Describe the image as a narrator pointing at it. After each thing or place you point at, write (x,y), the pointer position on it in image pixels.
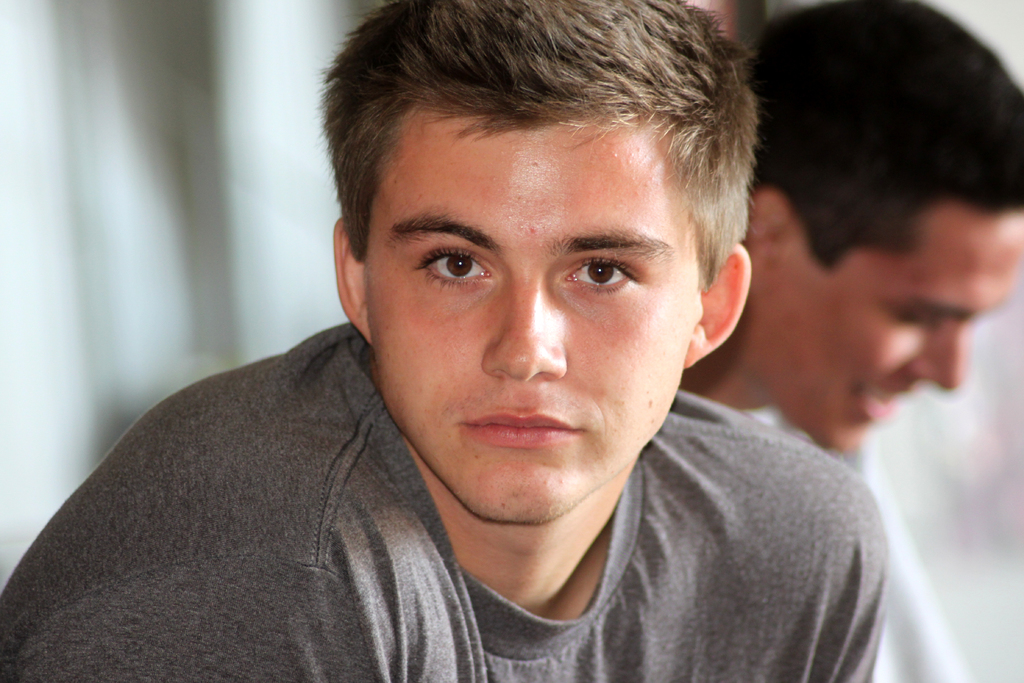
In this image in the front (517,402) there is a man (387,453) wearing a grey colour t-shirt (636,590). On the right (862,319) there is a person (884,331) smiling and the background is blurry.
